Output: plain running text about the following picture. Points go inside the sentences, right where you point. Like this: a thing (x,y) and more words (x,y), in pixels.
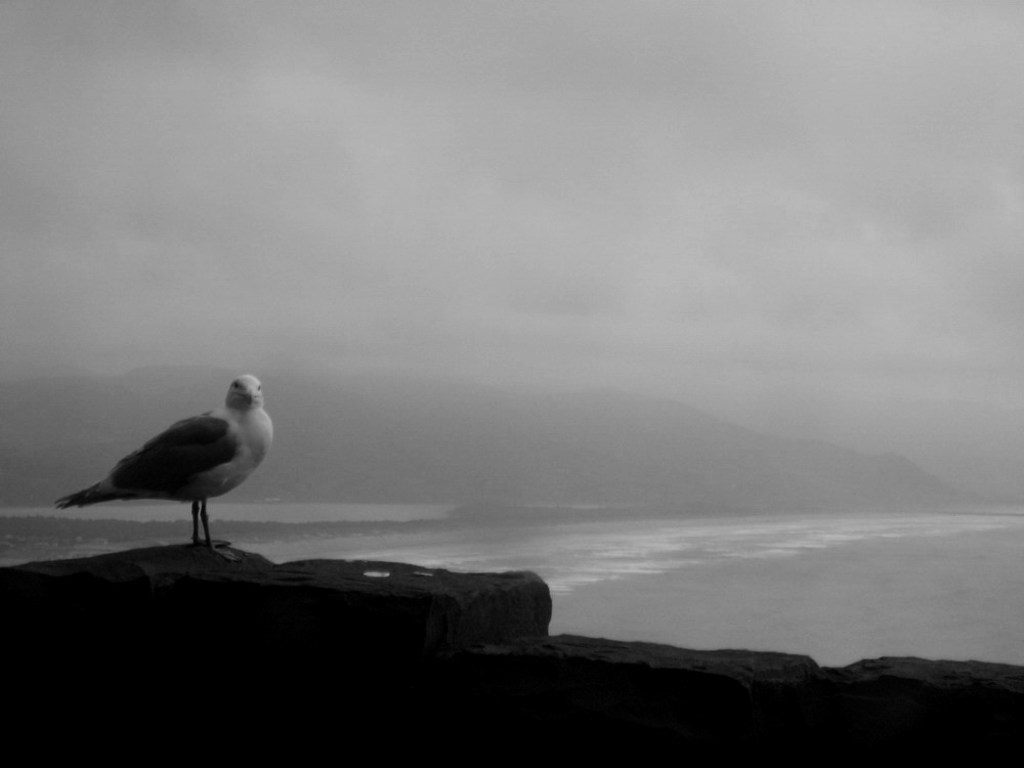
Here we can see a bird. This is water (800,589). In the background (834,367) there is sky (610,276).
